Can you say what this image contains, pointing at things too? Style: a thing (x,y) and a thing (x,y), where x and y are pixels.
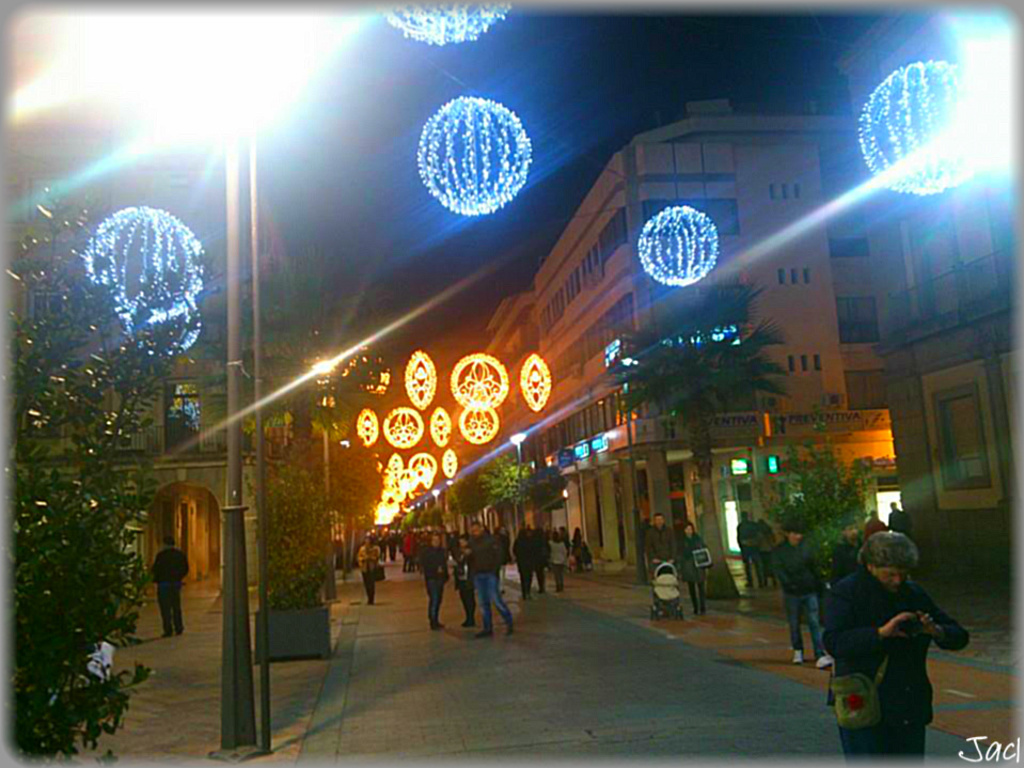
In this image there are people (428,536) and we can see trees (100,634). At the top (141,240) there are decor lights (179,244). In the background (981,526) there are buildings (801,286), poles (226,535) and sky (504,261).
